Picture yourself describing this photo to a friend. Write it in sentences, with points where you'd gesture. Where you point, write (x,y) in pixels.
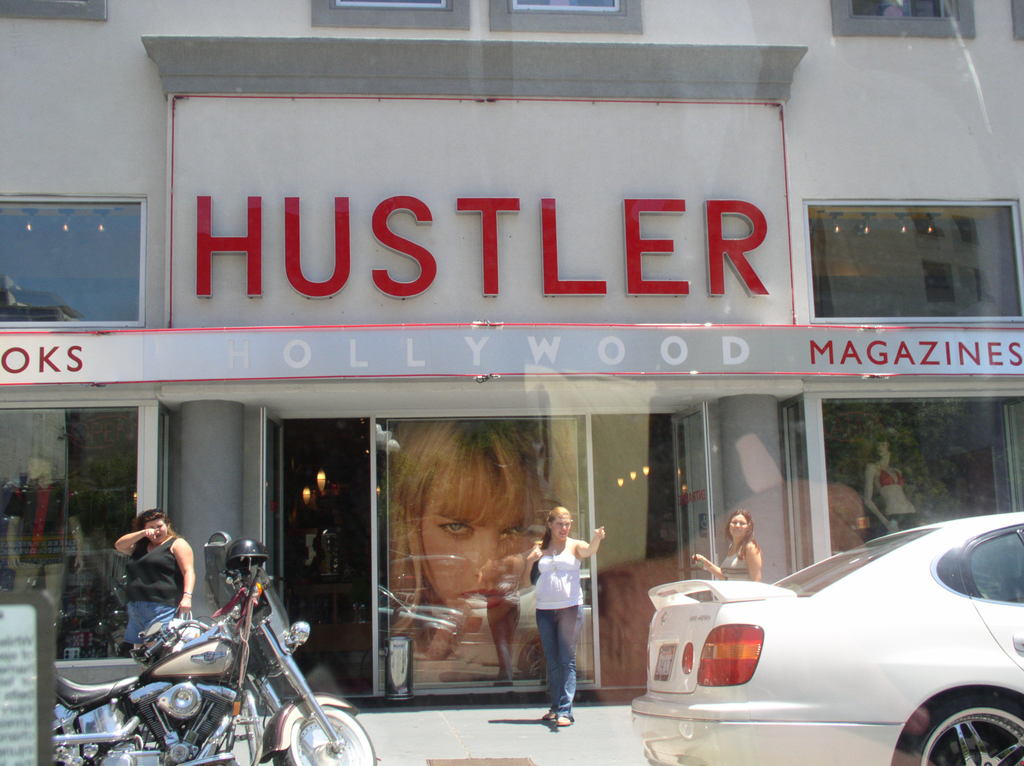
In the center of the image (420,291) we can see building (442,180), windows (490,423), boards (564,306), door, wall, glass (118,207). Through glass (957,416) we can see lights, mannequins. At the bottom of the image (596,541) we can see three persons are standing and also we can see motorcycle (322,696), car (698,695), floor (488,723) and board (36,648).
